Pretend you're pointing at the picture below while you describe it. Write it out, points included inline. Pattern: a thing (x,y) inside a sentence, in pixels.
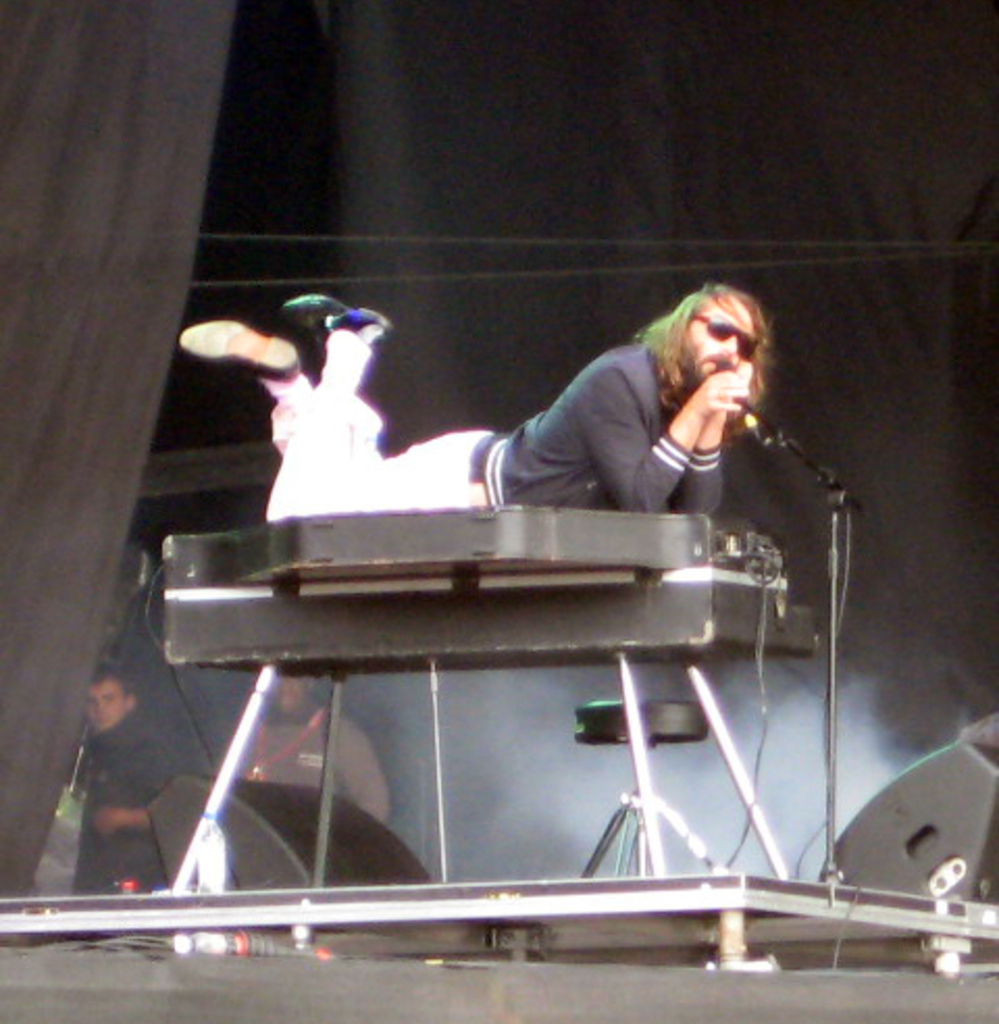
In this image, we can see a few people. Among them, a person (376,424) is lying on an object (700,520). We can see a microphone (744,402). We can see some wires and the ground (724,990) with a stand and some objects (231,947) like a bottle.
